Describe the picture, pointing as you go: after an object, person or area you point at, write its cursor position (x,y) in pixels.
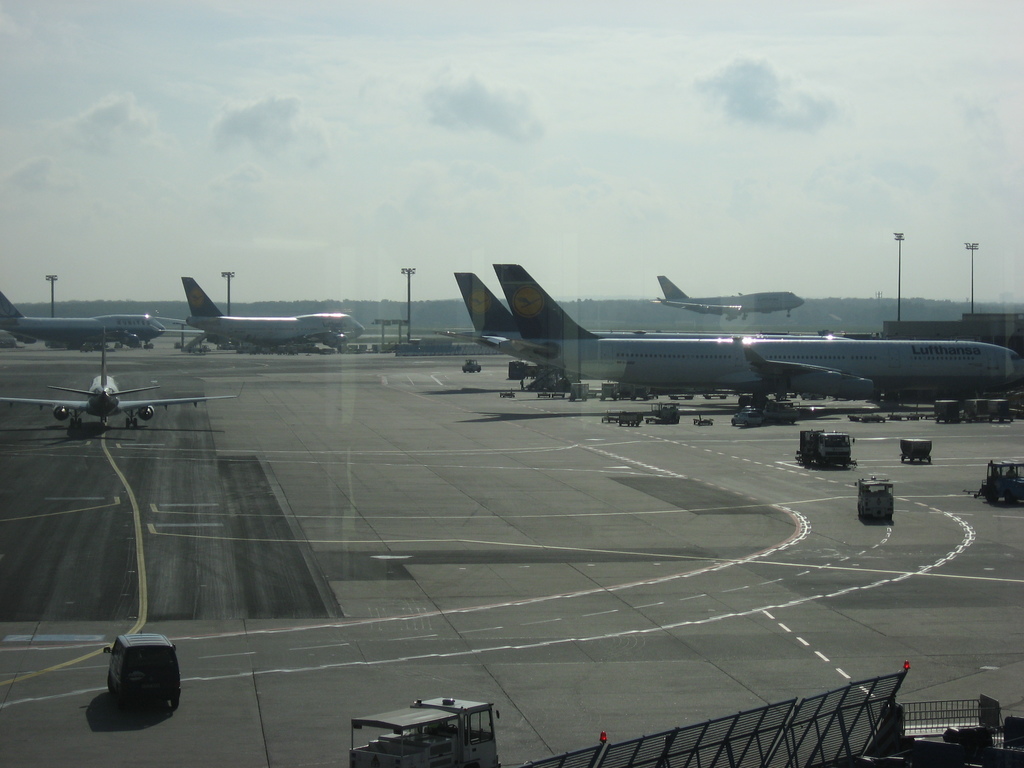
This picture is clicked outside and we can see the group of vehicles (161,662) and group of airplanes (315,335). In the foreground (856,731) we can see the metal rods (783,739), mesh (706,745) and some items (951,748). In the background (803,143) we can see the sky (607,148), poles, trees (79,304) and many other objects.
